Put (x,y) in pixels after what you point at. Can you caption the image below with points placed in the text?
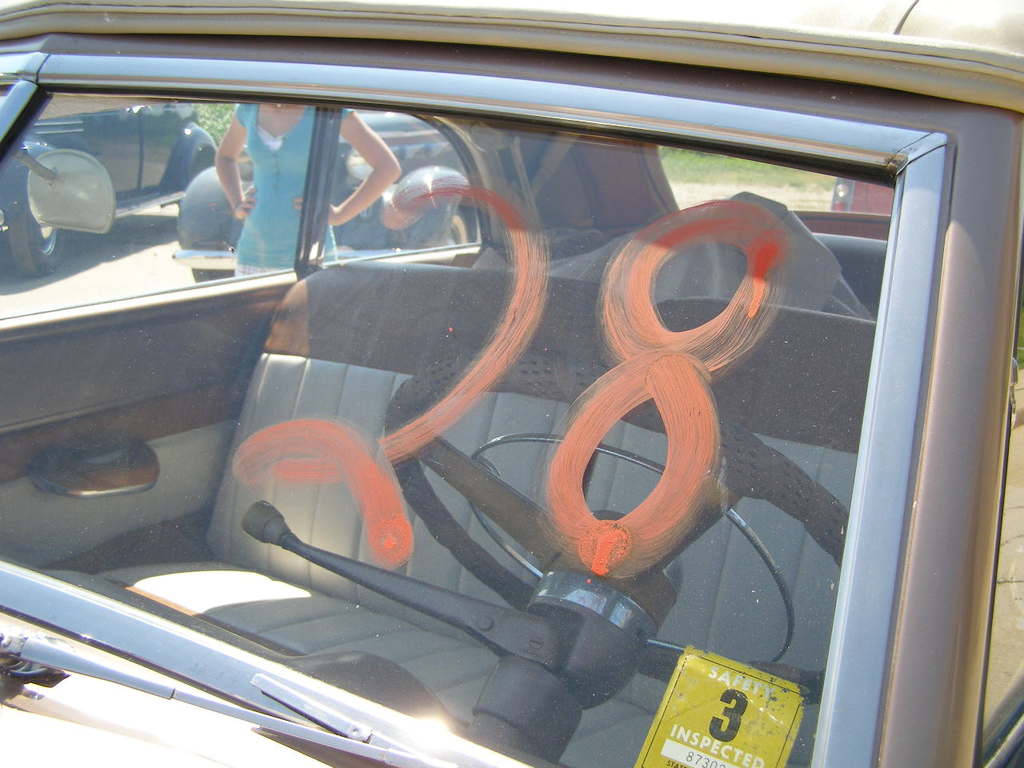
In this picture we can see few cars (270,299), and we can see a woman (266,149) beside to the car (406,162), in the background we can see grass (213,108).
